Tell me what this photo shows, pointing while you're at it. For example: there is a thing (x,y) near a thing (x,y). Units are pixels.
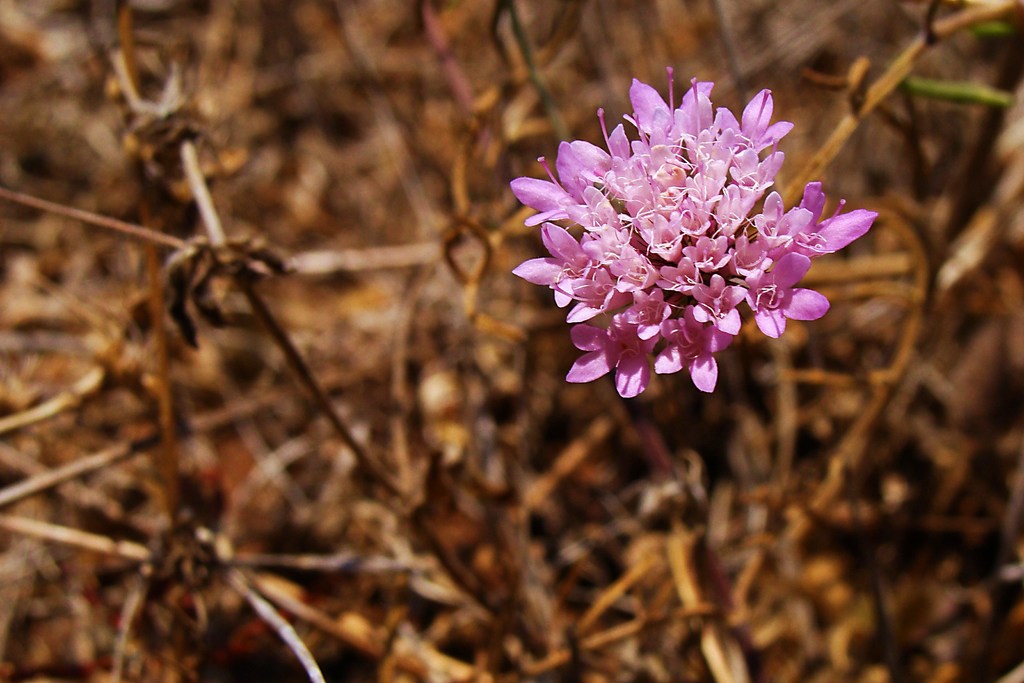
There are pink color flowers (722,257). In the background (338,262) it is blurred and brown in color.
